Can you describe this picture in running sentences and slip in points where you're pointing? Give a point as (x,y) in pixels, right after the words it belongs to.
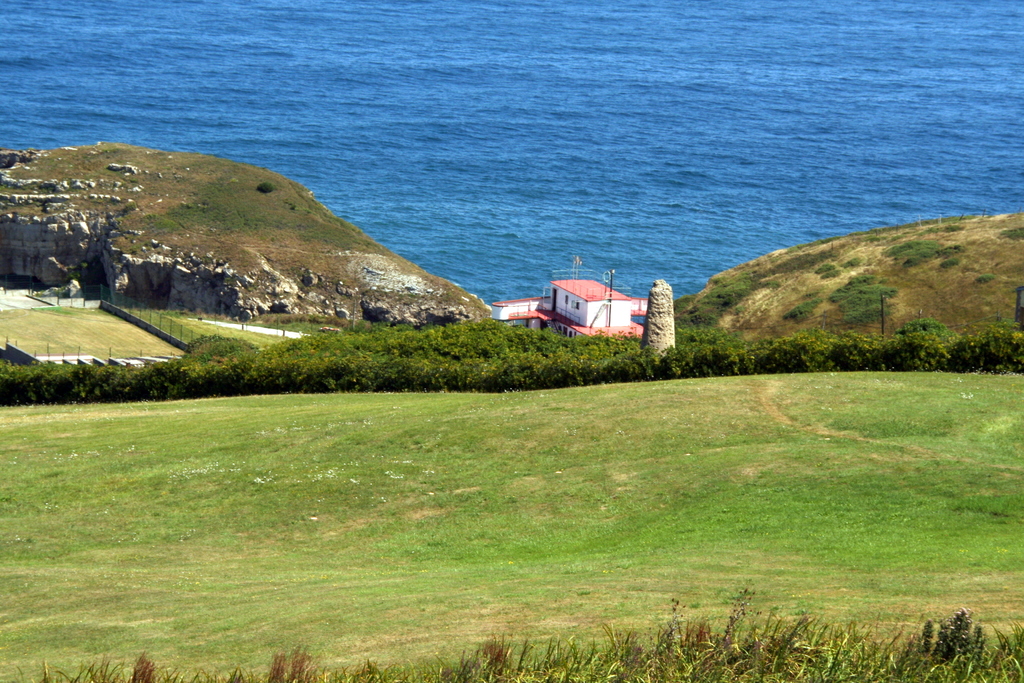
In this image, we can see a building (623,331) and some plants (509,357) on the hill (634,373). There are some other plants (672,637) at the bottom of the image (488,670). There is a sea (539,26) at the top of the image (622,97).
